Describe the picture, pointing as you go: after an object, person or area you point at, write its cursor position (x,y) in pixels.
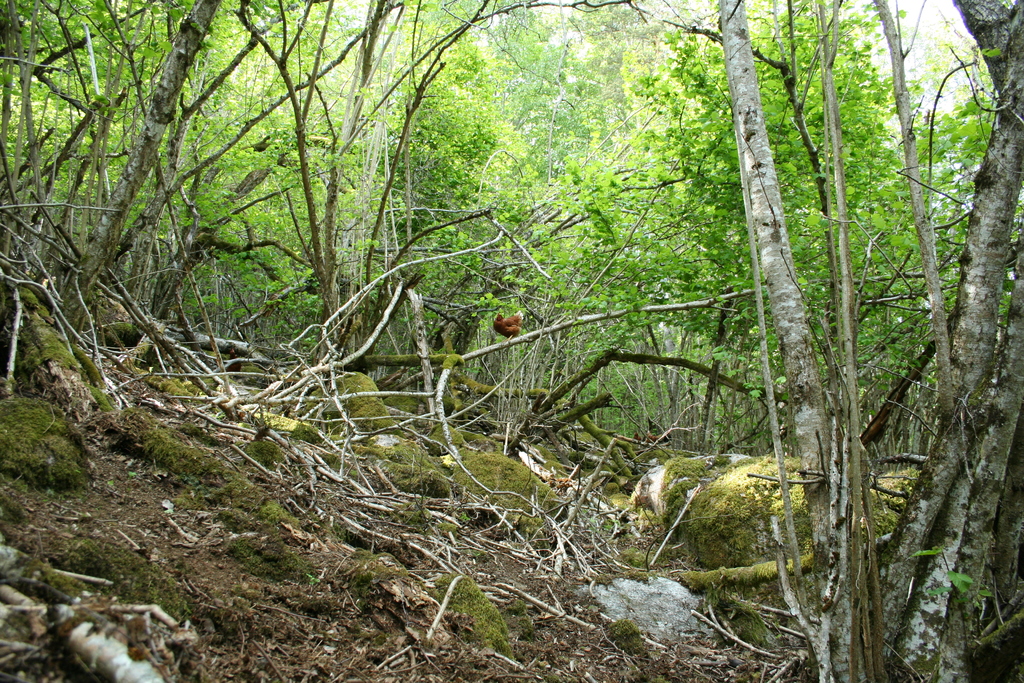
In this image, we can see trees (332,307) and twigs (231,443).
